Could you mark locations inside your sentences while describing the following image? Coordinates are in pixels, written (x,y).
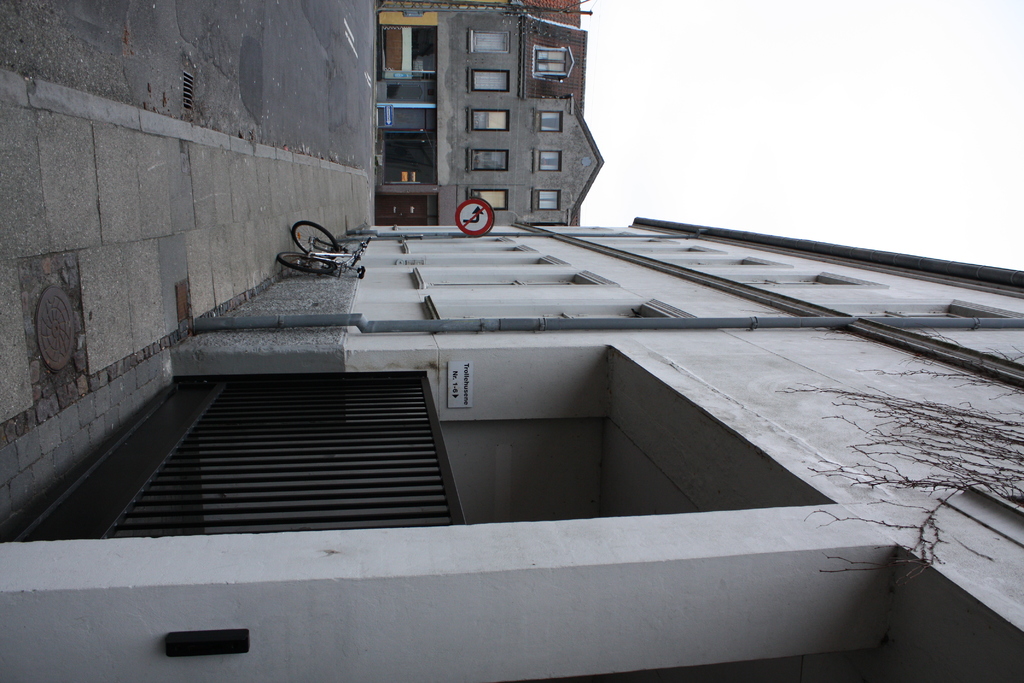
In this image I can see buildings (499,247), this picture taken from inside the city (120,207) and I can see a bicycle (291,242) kept on the road (260,251), in front of the building (445,246), in the top right (897,109) I can see the sky (831,72).
